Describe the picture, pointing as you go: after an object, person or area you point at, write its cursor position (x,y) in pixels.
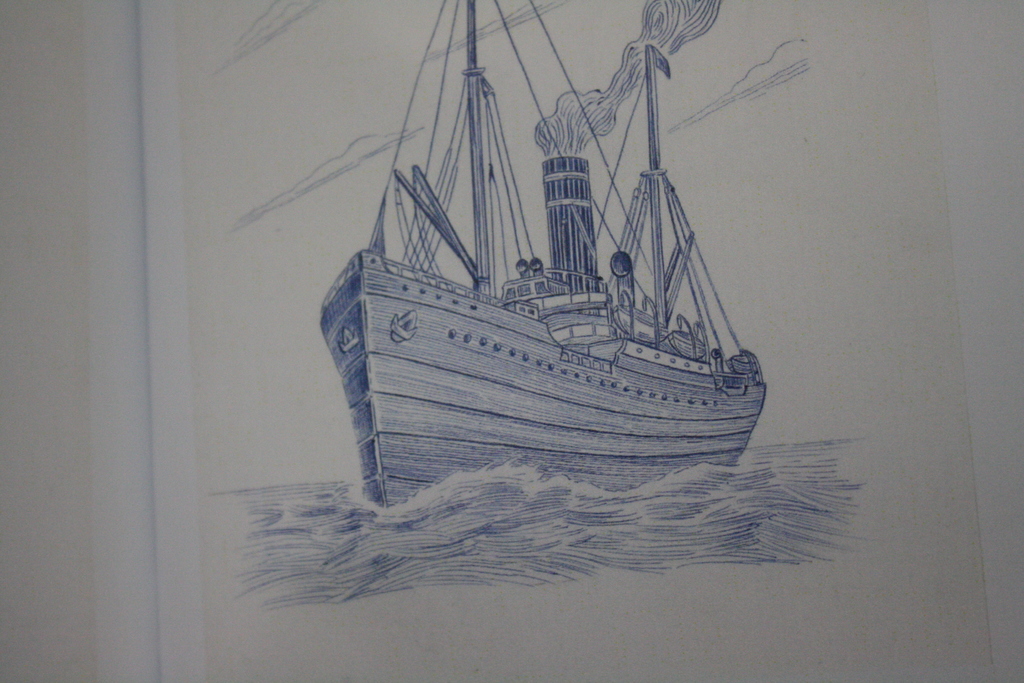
This is a drawing in this image in the center of there is a boat (632,376), and at the bottom (459,513) there is a river (572,513).
